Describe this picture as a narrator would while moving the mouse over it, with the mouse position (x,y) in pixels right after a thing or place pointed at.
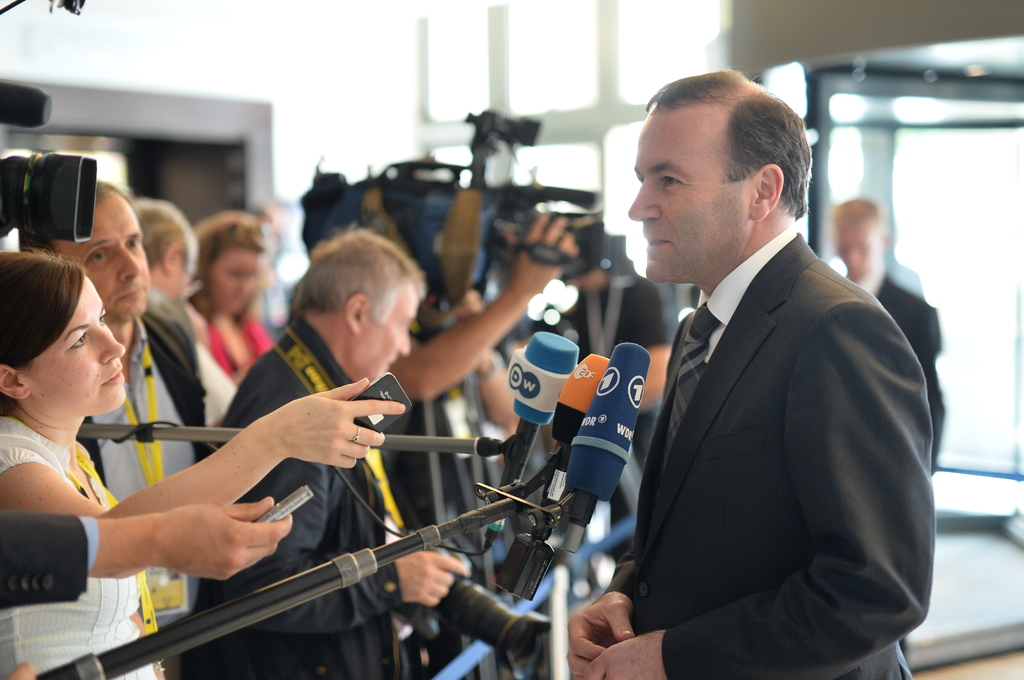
In front of the image there is a person (681,400), in front of the person (683,419) there are mics (527,398), in front of the mic's (545,401) there are a few people (74,463) standing, holding cameras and mic's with their hands (517,256), behind the person (803,262) there is another person (868,233) standing, in the background of the image (350,82) there is a wall (199,30) and glass walls (702,53) and doors (855,178) with metal rods (596,70).
